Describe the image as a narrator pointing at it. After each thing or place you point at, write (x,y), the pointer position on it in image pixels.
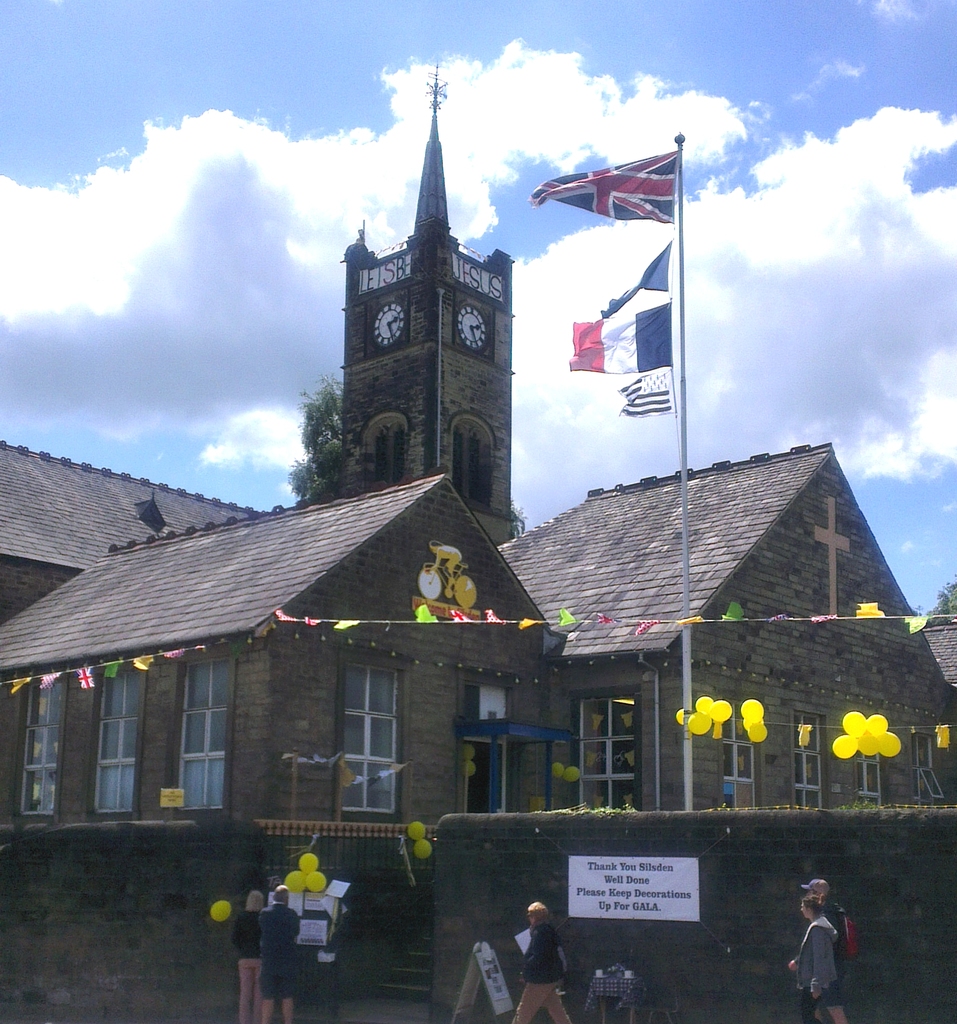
In the image there is a building (383,589) with a tower (441,440) behind it and a clock (473,340) in middle of it, in the front (661,282) there is a flag (635,403) with balloons (874,737) hanging to it, in the front (279,924) there are few people (838,1016) standing and walking on the road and above its sky (277,239) with clouds (786,249).
